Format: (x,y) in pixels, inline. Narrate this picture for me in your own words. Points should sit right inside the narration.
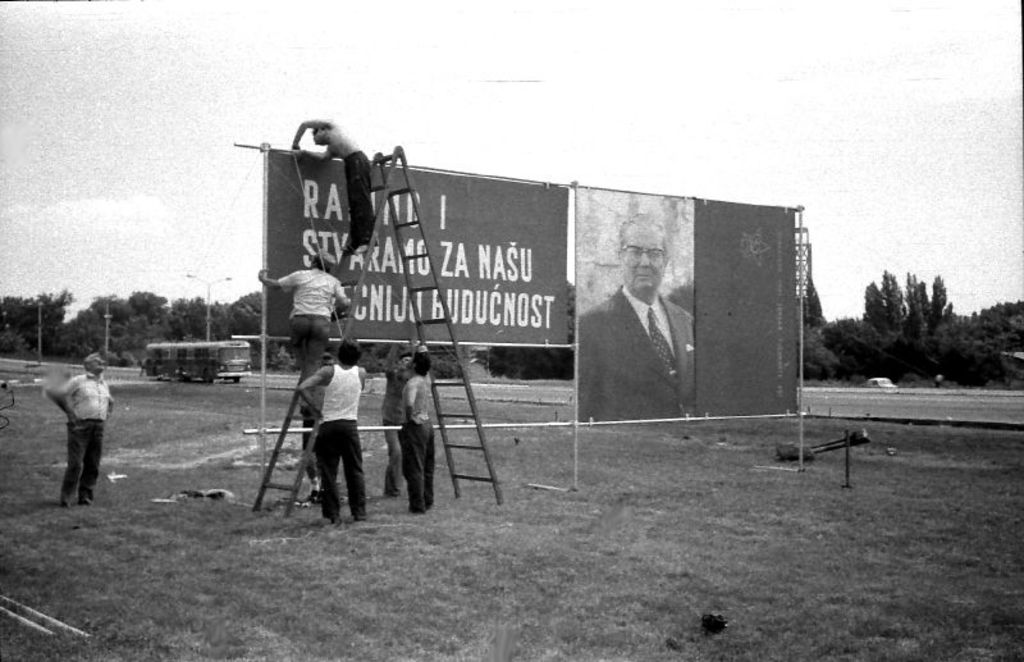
It is a black and white picture. In the center of the image (404,402) we can see a few people (428,397) are standing. Among them, we can see two persons (318,310) are standing on the ladder (340,288) and they are holding some objects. And we can see one hoarding board (607,319). On the hoarding board (705,238), we can see one person (639,337). And we can see some text (528,259) on the hoarding board (599,320). In the background (543,116) we can see the sky (932,252), trees (927,303), grass (173,459), poles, vehicles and a few other objects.
